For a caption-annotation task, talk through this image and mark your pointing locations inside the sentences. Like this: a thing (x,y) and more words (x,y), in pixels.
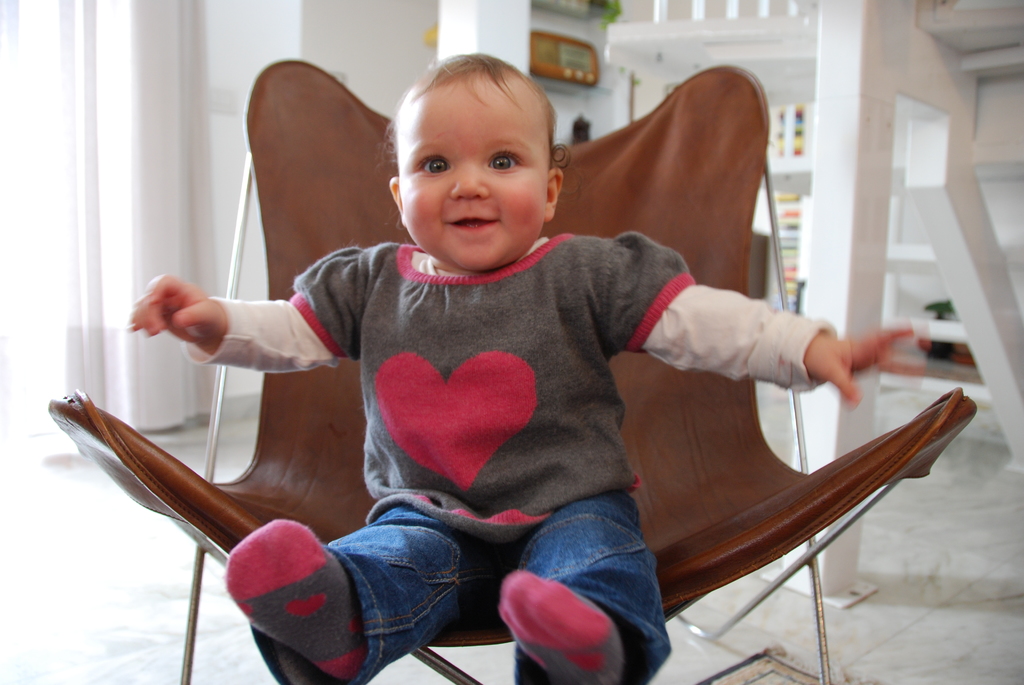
Baby (358,345) is sitting in the chair (335,149) near a wall (653,12).
